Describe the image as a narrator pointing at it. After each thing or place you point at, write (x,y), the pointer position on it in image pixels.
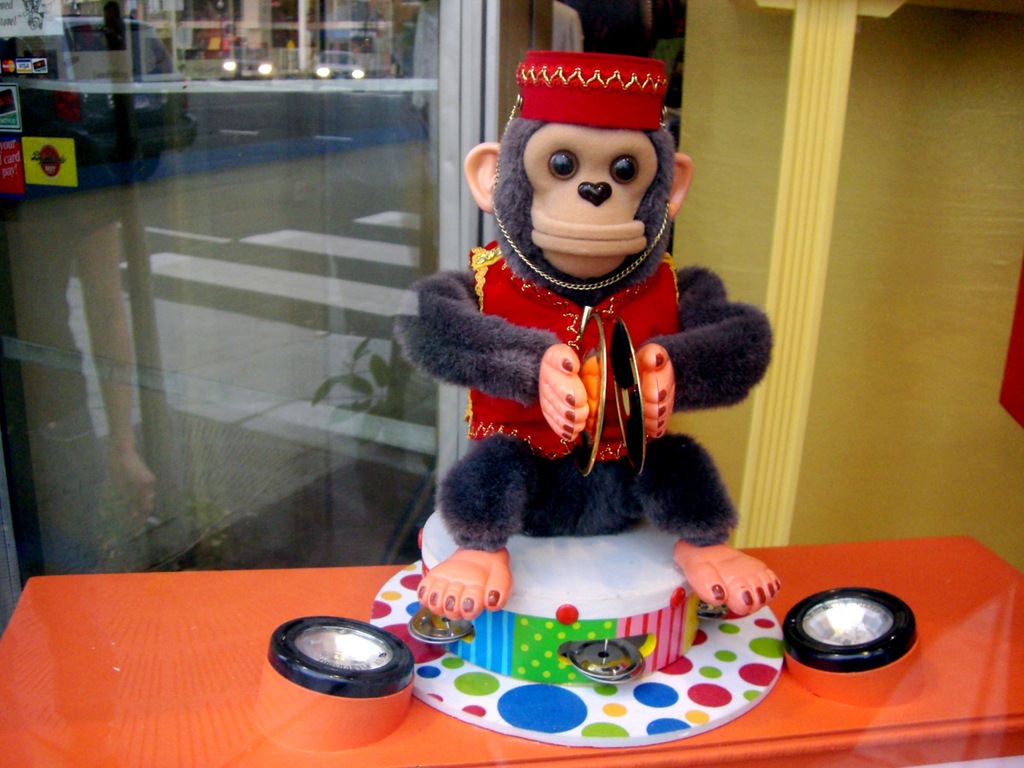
In this image we can see a monkey doll (532,443) placed on a table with two lights (358,648). In the background (122,79), we can see group of vehicles (103,104) parked on the road (246,148).
